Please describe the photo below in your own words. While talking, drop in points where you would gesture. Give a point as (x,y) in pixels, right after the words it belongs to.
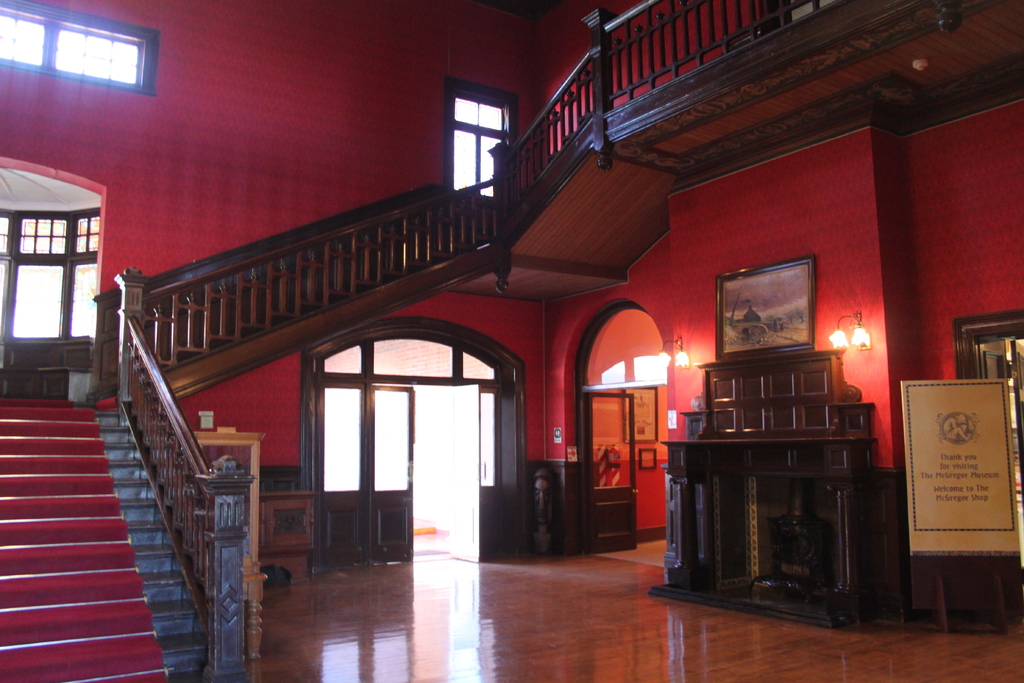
This picture shows an inner view of a house (357,422). We see stairs (57,650) and a board (937,420) with some text (946,468) on it and we see few photo frames (800,315) on the wall (896,437) and few lights (858,333) and we see doors (616,504) and a window (62,220) and we see couple photo frames (649,389) on the wall (832,300) and a stool (260,510) on the side.
